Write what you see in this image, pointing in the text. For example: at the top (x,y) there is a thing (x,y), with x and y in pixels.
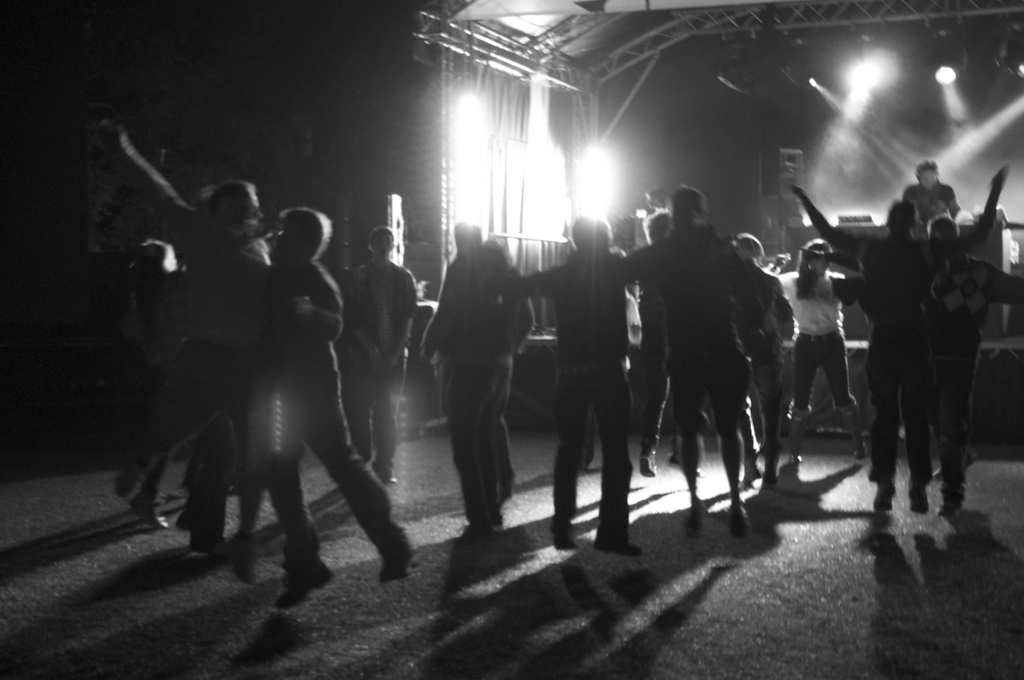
There are persons (187,220) in different color dresses (137,300), dancing on a floor (874,509). In the background (917,187), there is a person (928,211) on a stage (657,164), there are lights (613,178) and there is roof (536,7).
